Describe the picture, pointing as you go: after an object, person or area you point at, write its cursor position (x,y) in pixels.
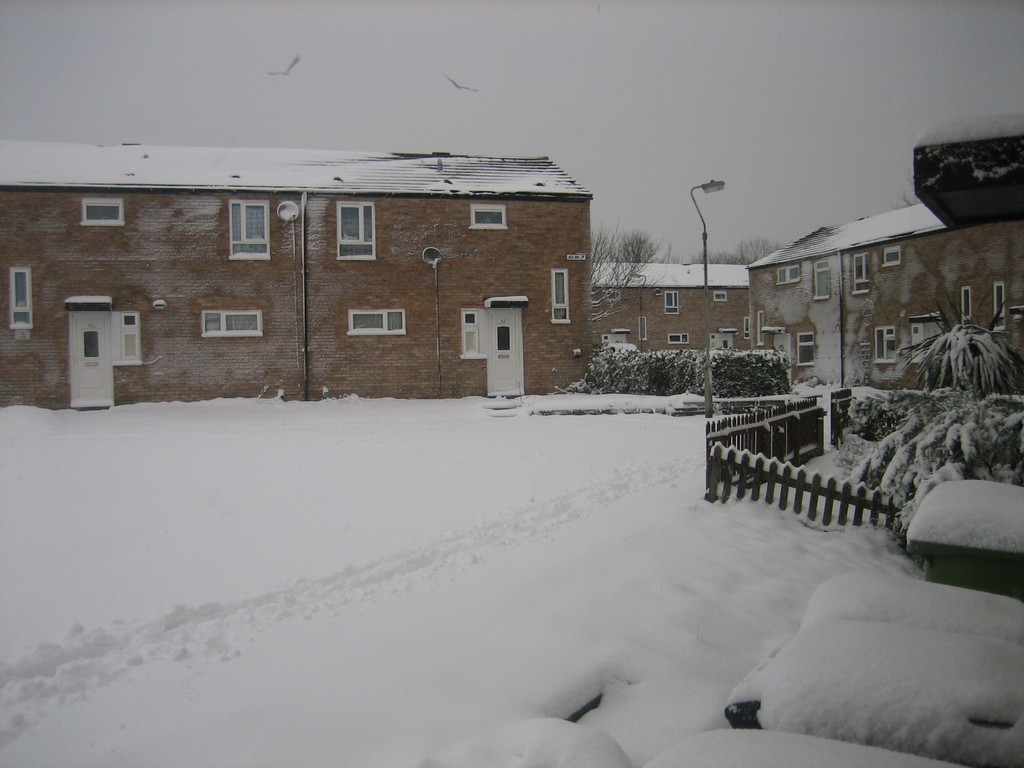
In this image I can see few buildings (405,237), windows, doors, snow (583,473), plants (931,397), fencing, poles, sky (581,154) and few birds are flying in the air (666,99).
